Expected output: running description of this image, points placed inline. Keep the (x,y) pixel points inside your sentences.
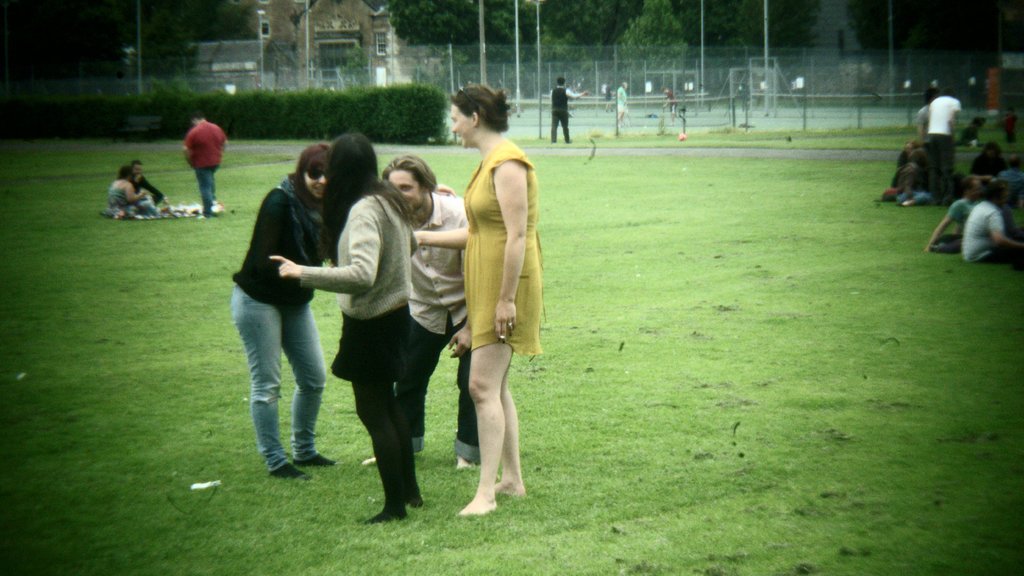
There are people (407,246) standing on the grass (633,524). In the background (1001,237) we can see people (1001,237), plants (368,124), trees (123,48), poles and building (213,56).
